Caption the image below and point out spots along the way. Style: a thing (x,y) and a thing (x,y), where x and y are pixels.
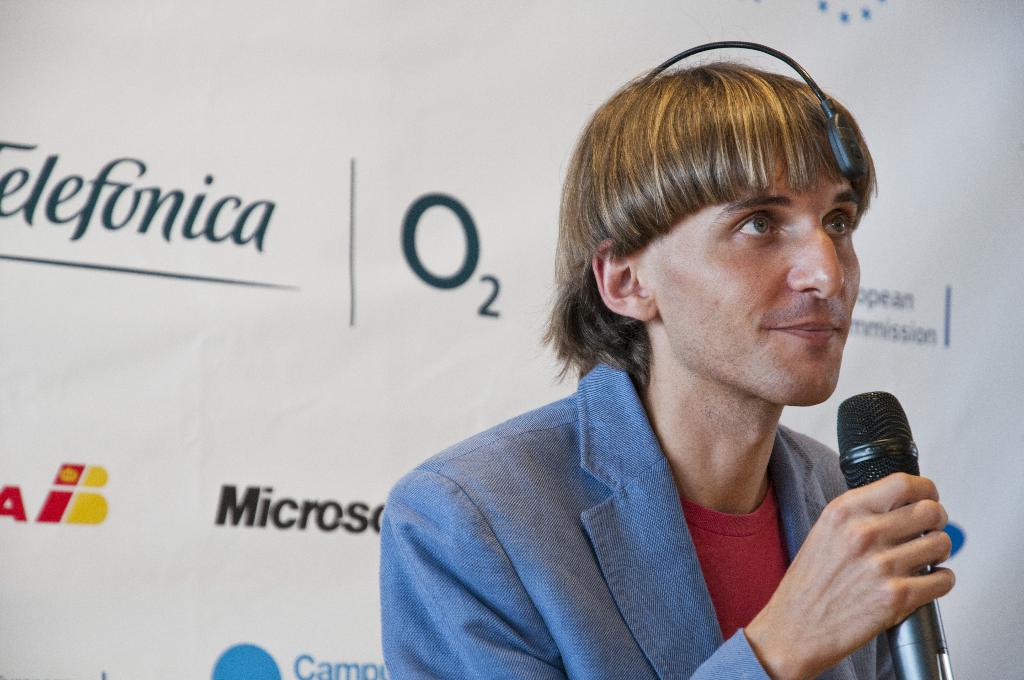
In this image in the foreground (925,662) I can see a person (427,595) holding a mike (944,643) and in the background (934,378) we can see some texts (264,224) written on the white surface (502,141).
